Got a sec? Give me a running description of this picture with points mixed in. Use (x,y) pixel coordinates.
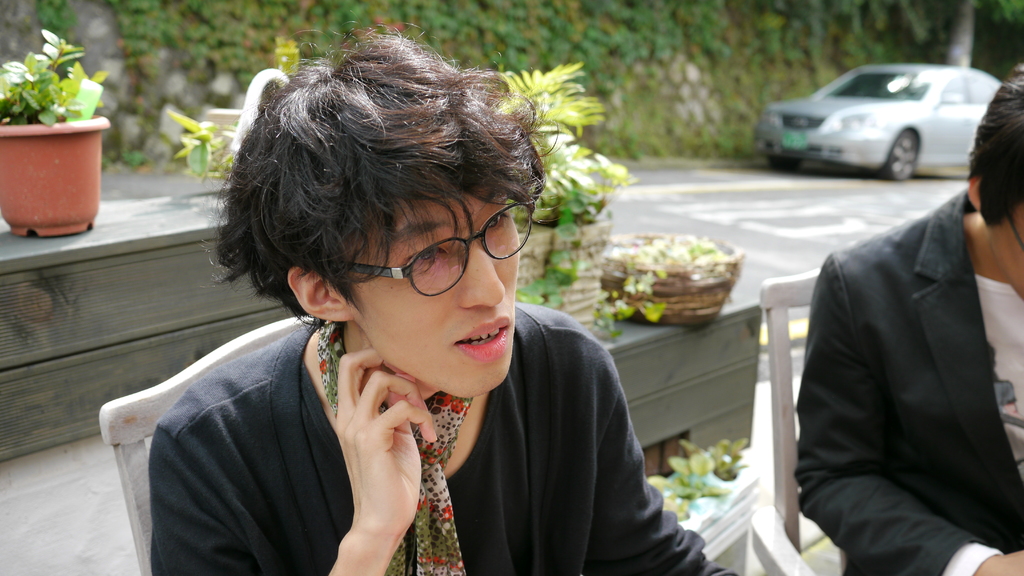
In this image there are two people (470,423) sitting on their chairs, behind them there are a few plant pots (48,161) on the wooden objects (662,345). In the background (921,120) there is a vehicle (909,149) on the road (723,165), trees (984,42) and a wall (137,120).
